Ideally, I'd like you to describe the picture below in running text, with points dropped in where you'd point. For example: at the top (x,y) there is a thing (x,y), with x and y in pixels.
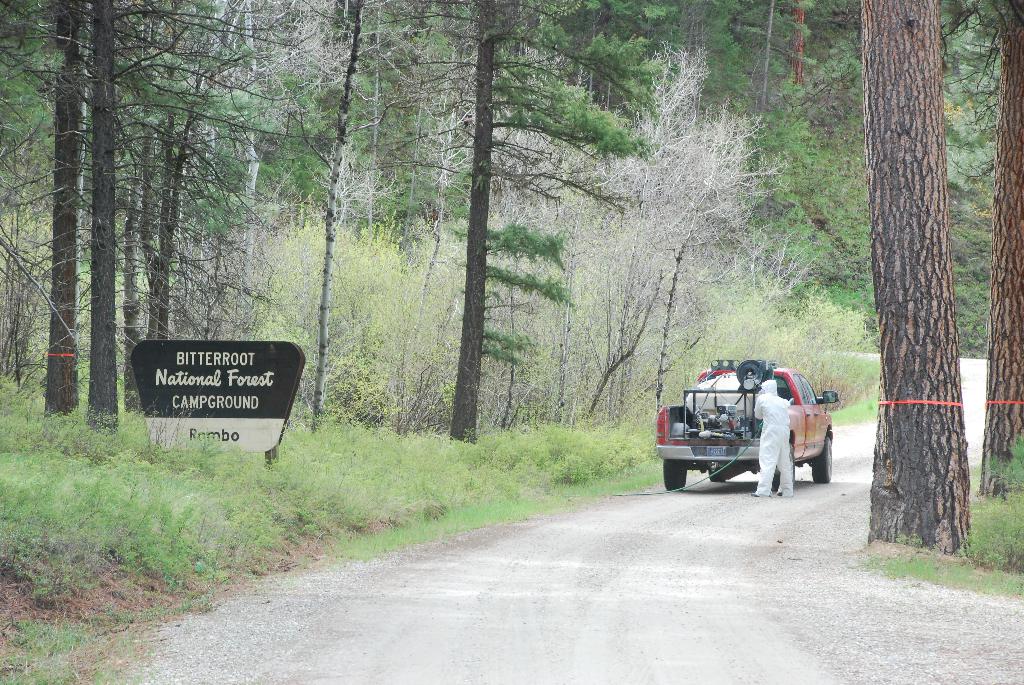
In this image I can see a vehicle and I can also see a person (773,417) standing and the person (773,463) is wearing white color dress (773,438). Background (222,405) I can see a board (266,413) in white and black color and trees (536,337) in green color.
